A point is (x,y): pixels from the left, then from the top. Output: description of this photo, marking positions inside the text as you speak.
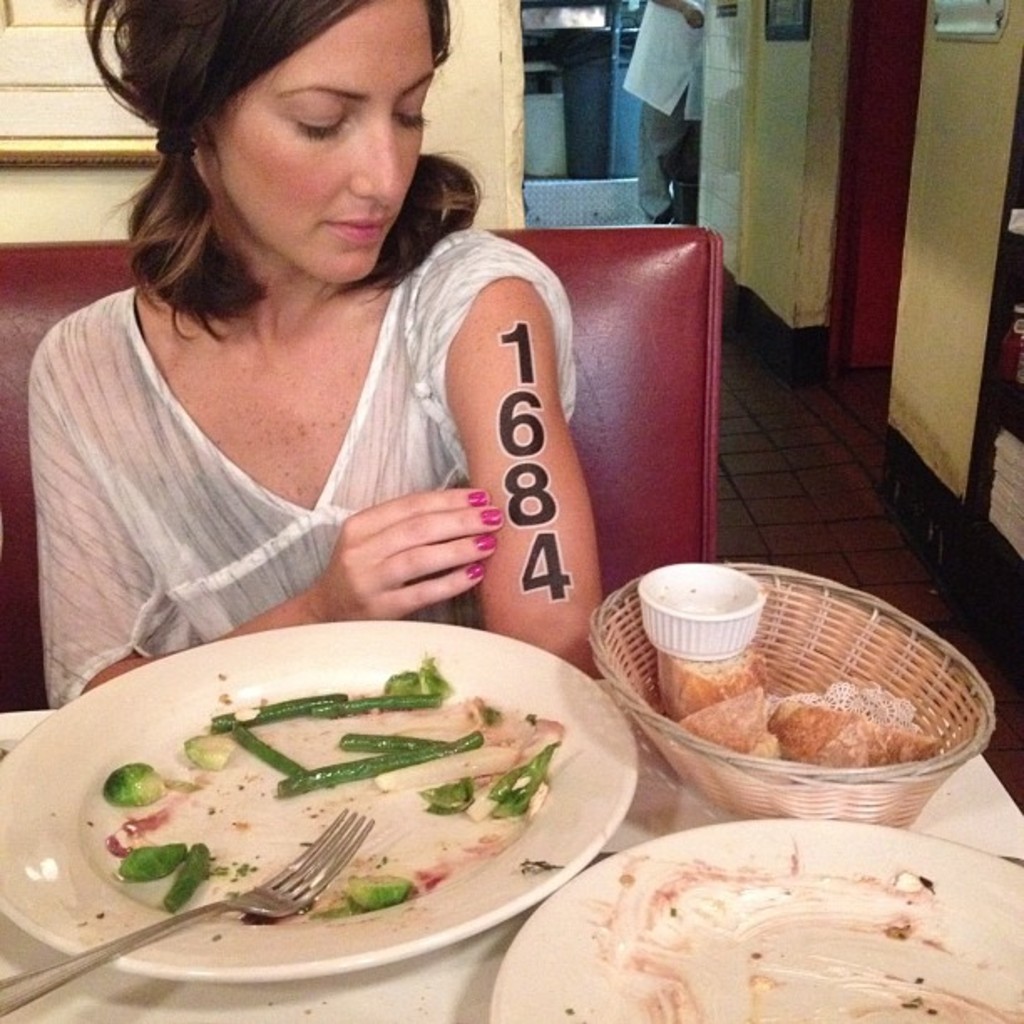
In this picture we can see a woman (422,466) sitting in front of a table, there are two plates (657,977) and a basket (775,801) present on the table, we can see a fork (274,895) and some food (500,745) in this plate (567,771), we can see another person (645,54) in the background (632,65).
